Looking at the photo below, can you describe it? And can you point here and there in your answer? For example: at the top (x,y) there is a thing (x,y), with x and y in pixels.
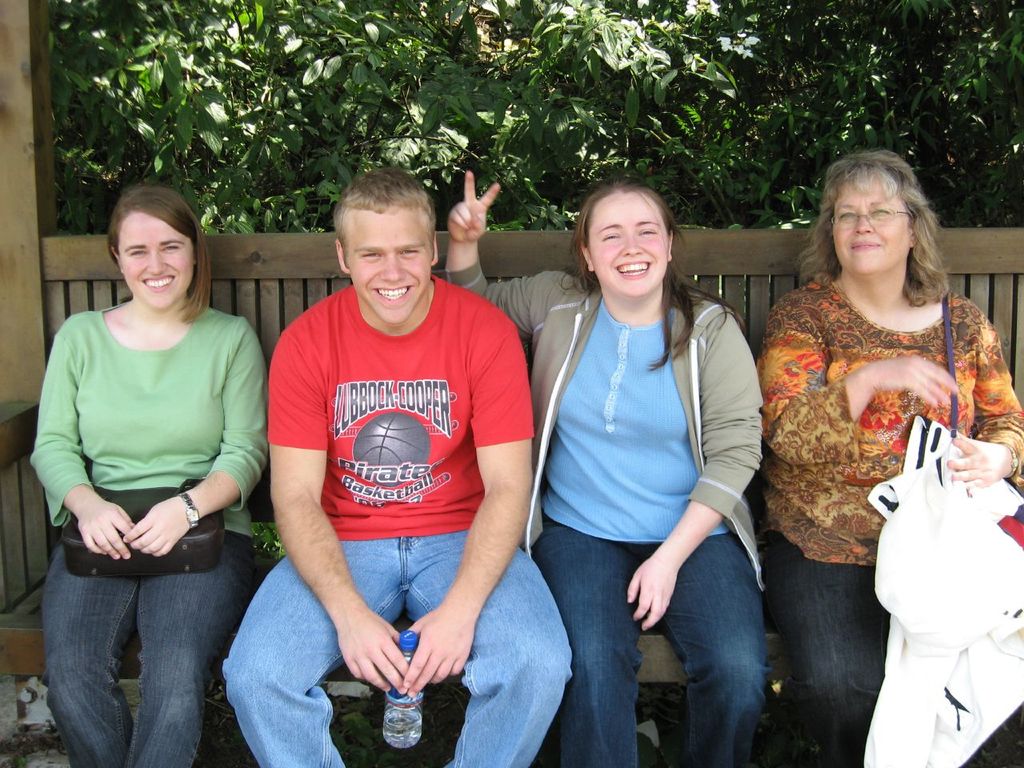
In this picture there are group of people (185,236) those who are sitting on the bench (7,634) at the center of the image (350,326), they are facing towards the front direction and there are some trees (932,90) behind them and it is a day time.
